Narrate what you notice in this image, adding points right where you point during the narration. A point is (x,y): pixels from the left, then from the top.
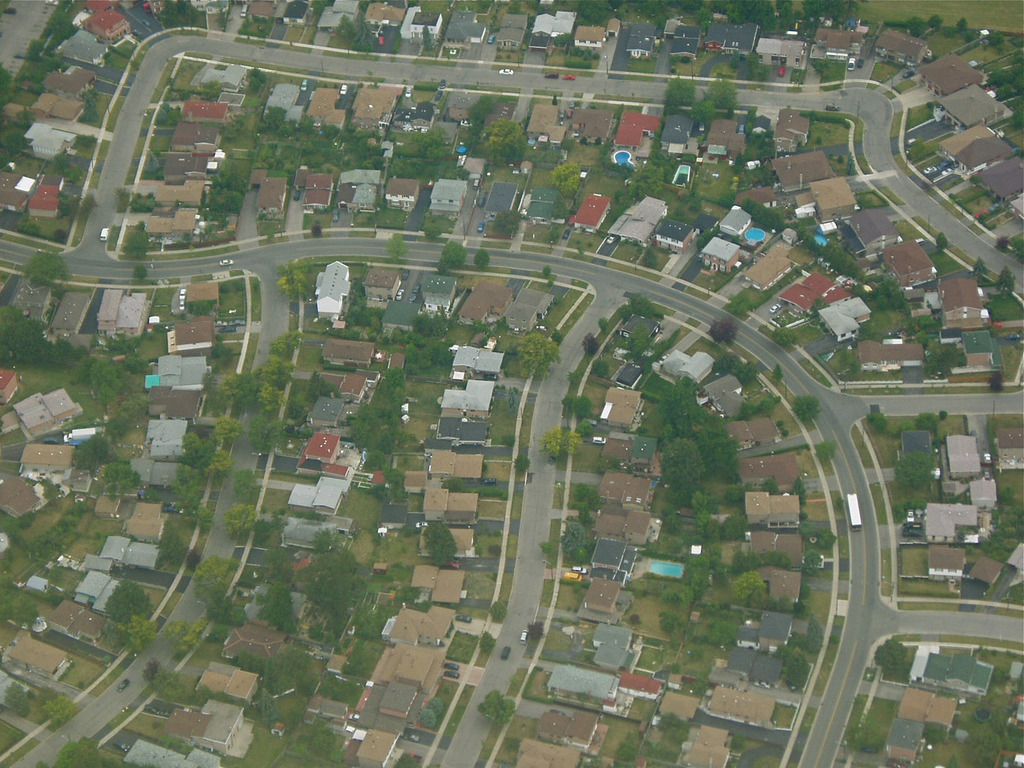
In this image we can see the top view of the buildings (620,230), houses (956,556), trees (225,179), plants (676,595), grass (327,744), roads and also the vehicles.
